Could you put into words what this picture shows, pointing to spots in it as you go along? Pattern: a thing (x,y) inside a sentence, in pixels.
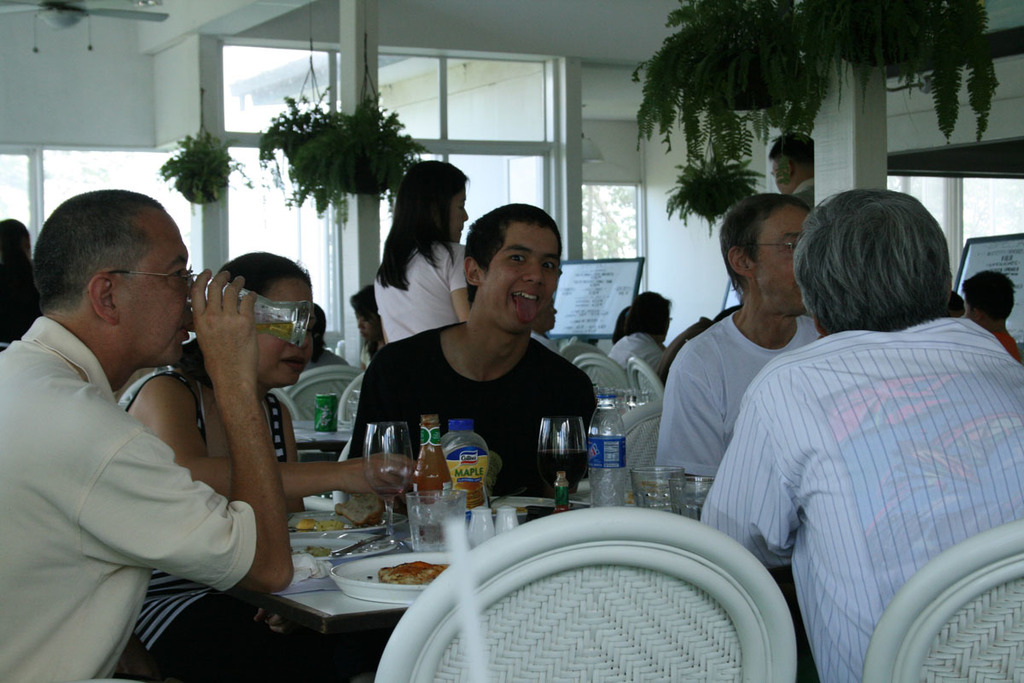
Here we can see a group of people (475,268) sitting on chair (758,612) table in front of them having plates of food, glasses (578,427) and bottles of water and behind them we can see plants (206,173) here and there
